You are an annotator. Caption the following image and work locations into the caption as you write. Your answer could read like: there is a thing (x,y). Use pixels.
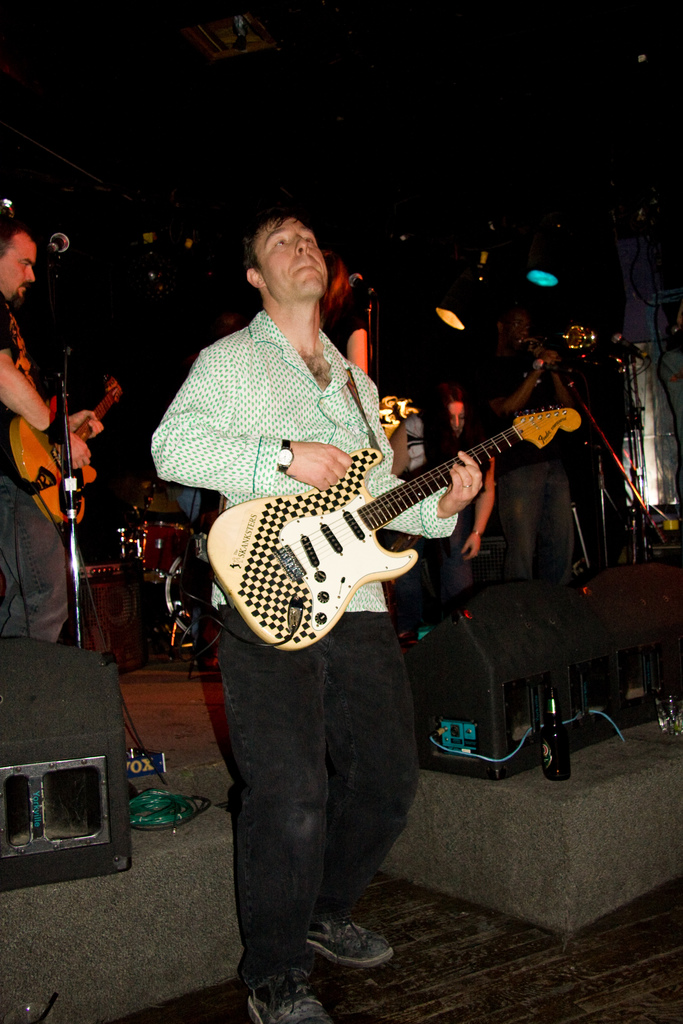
Background (74,159) is completely dark. Here we can see few persons (412,437) standing in front of a mic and playing guitar (311,507) and singing. This is a platform (648,802).
